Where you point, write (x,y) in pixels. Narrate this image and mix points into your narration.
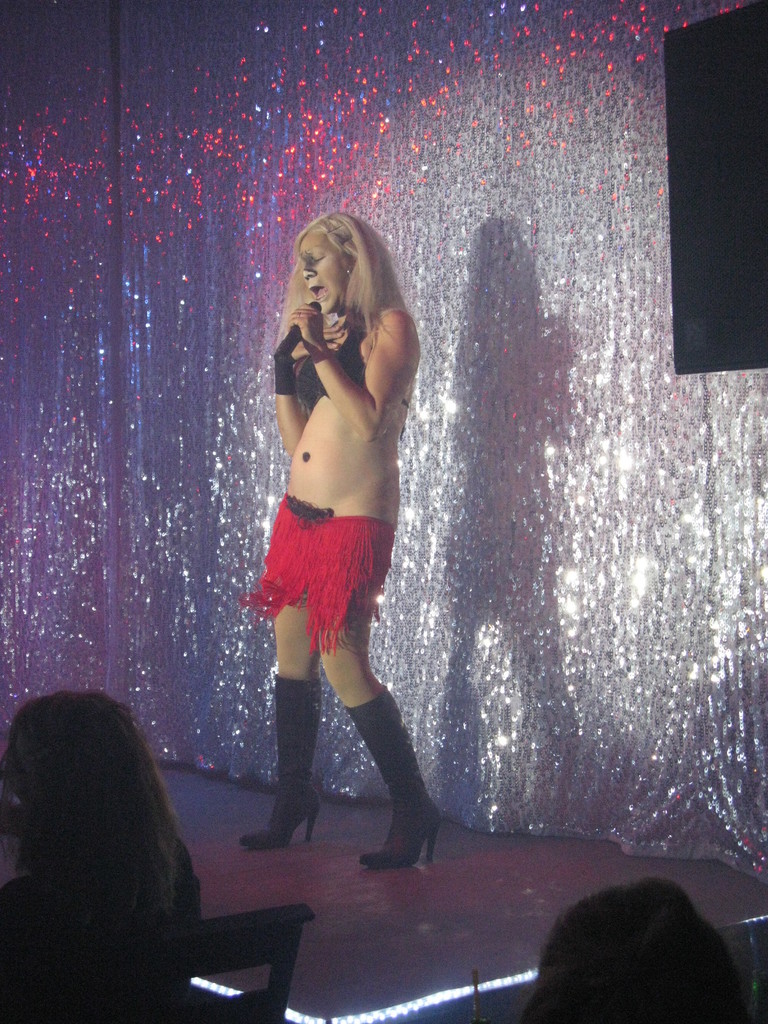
In the middle of this image (301,454), there is a woman (311,454) in a red color skirt (331,543), holding a mic (295,337), singing and standing on a stage (455,899). On the left side (152,802), there is a person (146,864) sitting. On the right side (663,919), there is another person (655,943). Beside them, there is a lighting (315,1020) arranged on the edge (241,990) of a stage (336,1004). In the background (574,67), there are a silver color curtain (580,234) and a black color object (741,222).
